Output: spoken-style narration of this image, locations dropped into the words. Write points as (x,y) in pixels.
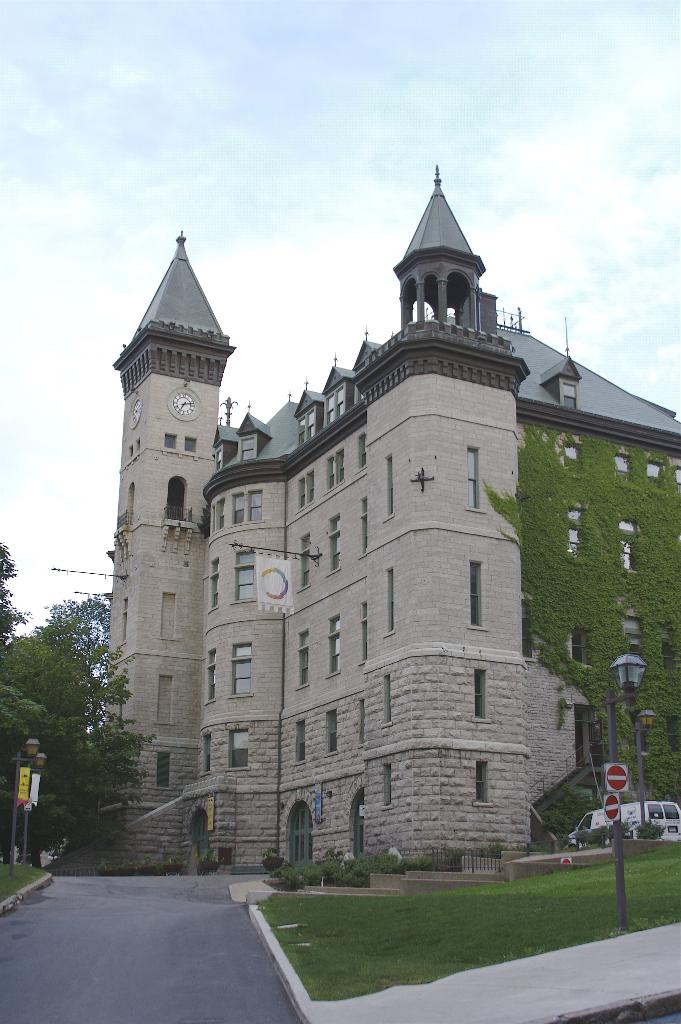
In the background of the image (228,353) there is a building (252,732). At the bottom of the image (155,923) there is road (180,943). There is grass (367,913). There are sign boards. At the top of the image (378,174) there is sky (286,174) and clouds (246,157).
